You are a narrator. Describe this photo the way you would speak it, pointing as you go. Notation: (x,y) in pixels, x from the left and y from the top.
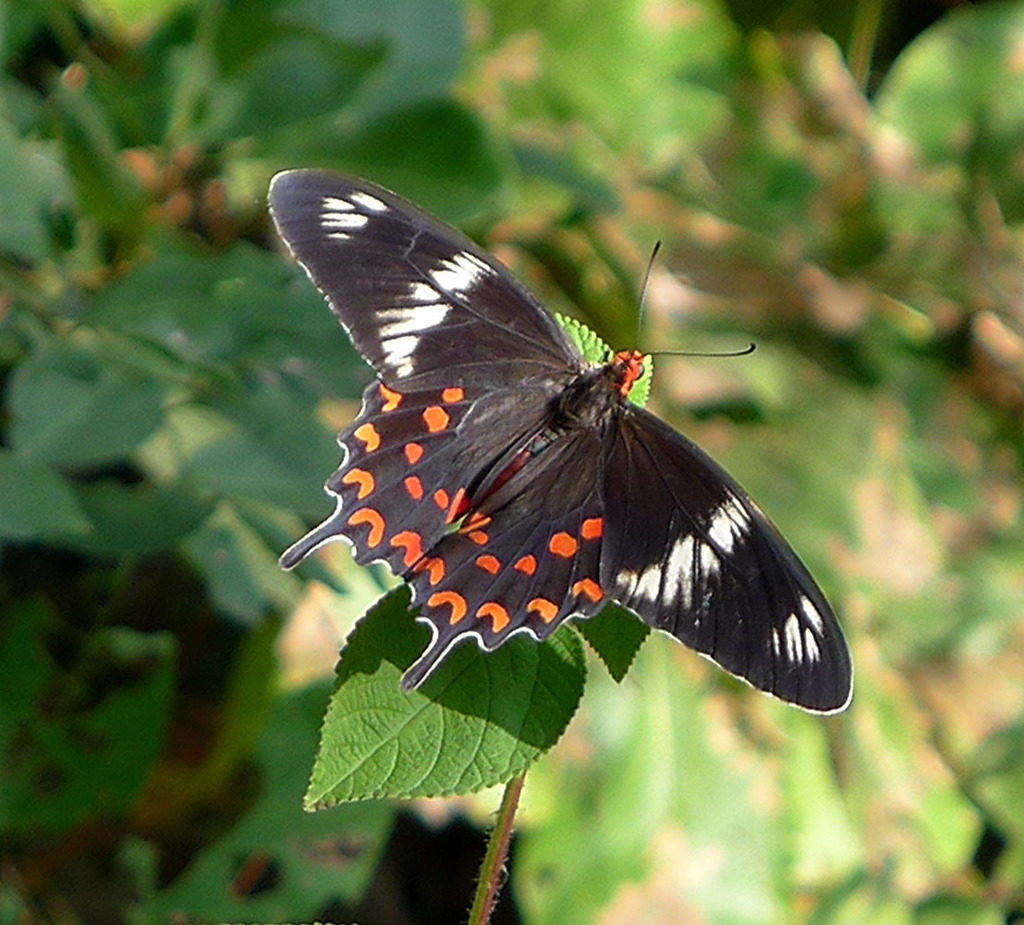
In this image I can see a butterfly (493,496) which is orange, black and white in color is on a leaf (470,677) which is green in color. In the background (770,191) I can see few plants (826,457) which are green in color.
